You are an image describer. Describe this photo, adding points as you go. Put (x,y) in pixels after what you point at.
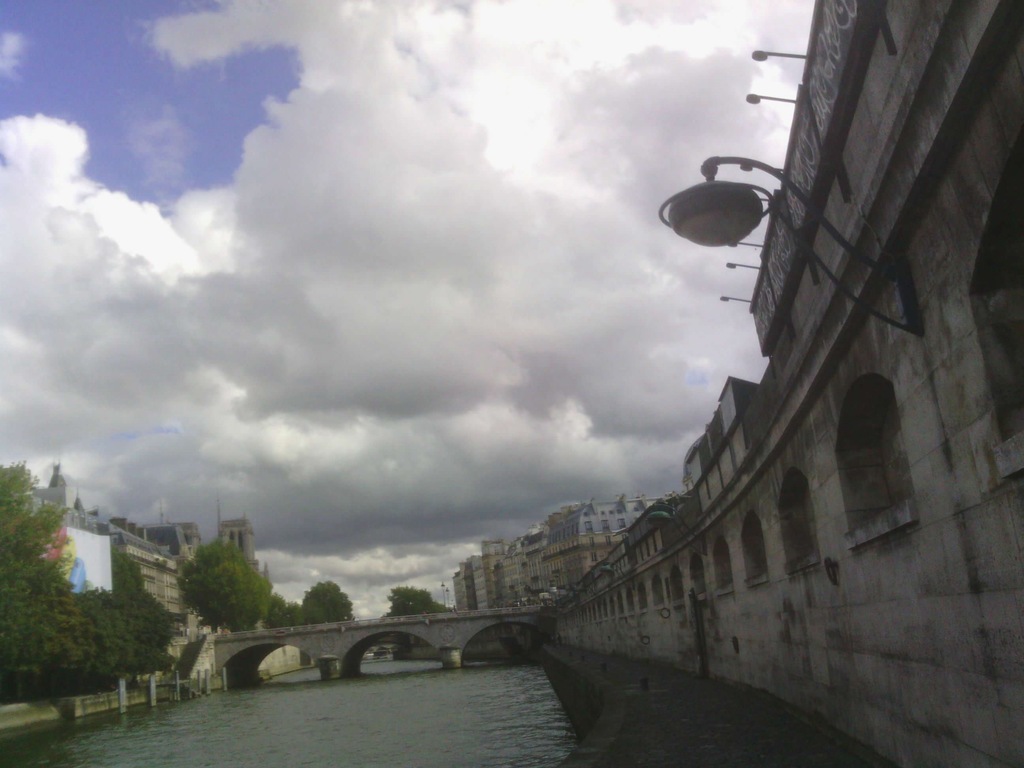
In the image there is a river (330,685) and on the river (499,708) there is bridge (495,630) and there is a wall (865,598) on the right side (783,607), around the river (512,719) there are many trees (135,584) and buildings (578,546).
